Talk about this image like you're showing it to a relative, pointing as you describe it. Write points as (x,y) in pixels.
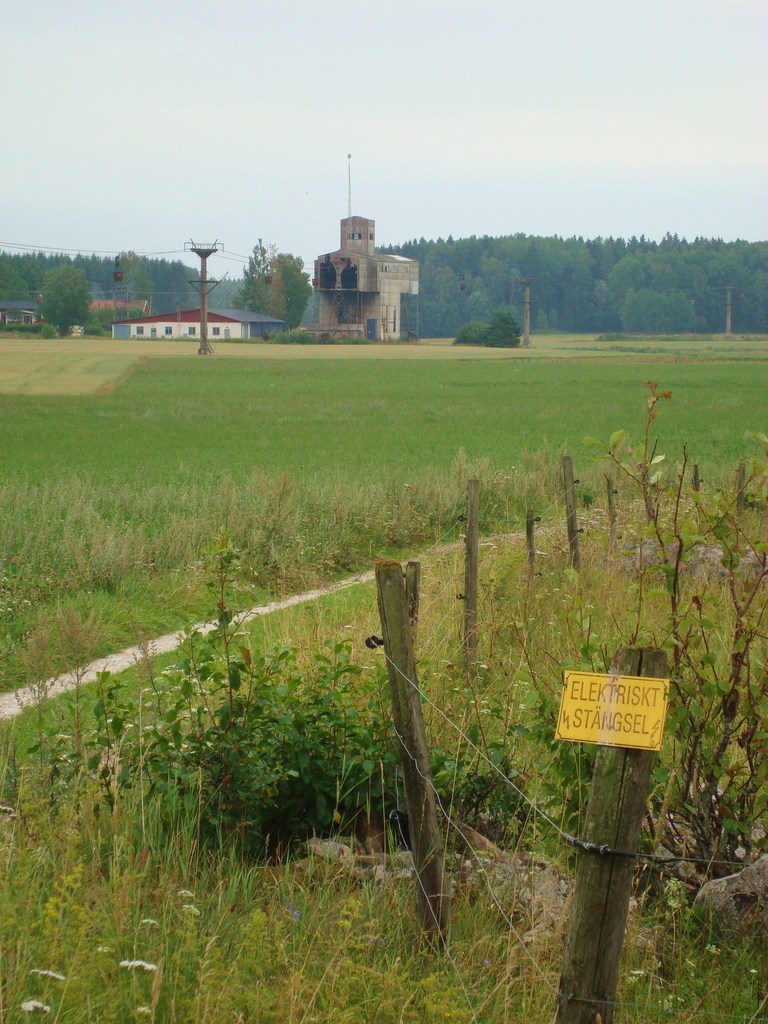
In the front of the image (700,884) there are plants (498,833), grass (515,762), wooden sticks (616,748) and a board (646,708). Board (624,683) is on the wooden stick (653,664), something is written on the board (639,726). In the background of the image (665,283) there are buildings (381,306), plants (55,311), poles (204,310), trees (282,311) and the sky (318,140). Land (283,347) is covered with grass (311,345).
